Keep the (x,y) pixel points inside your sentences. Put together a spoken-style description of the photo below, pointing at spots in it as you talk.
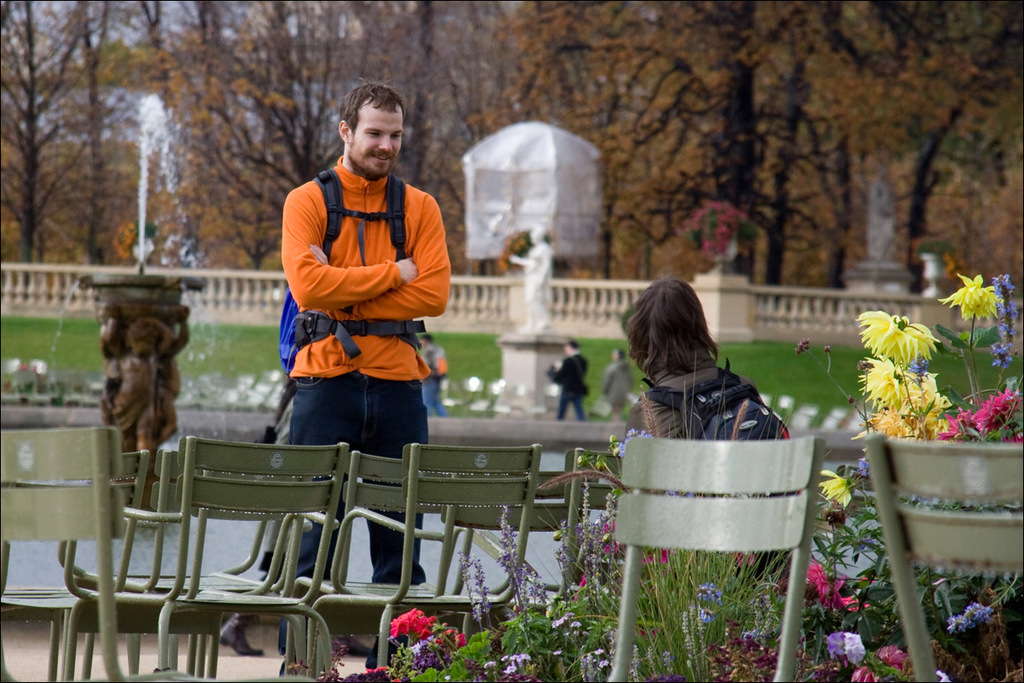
In this image there are two people (667,408) one person (673,367) is sitting on chair (715,467), and one person (373,312) is standing and both of them are wearing bags (360,321). And at the bottom (366,512) there are some chairs (918,514) and flower bouquets (397,631), and there is a walkway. And in the background (149,317) there is a pond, fountain (167,321), railing (816,328), grass (215,355), statues (523,258) and two people (612,381) are walking and there are trees (298,143) and some object (541,160).
